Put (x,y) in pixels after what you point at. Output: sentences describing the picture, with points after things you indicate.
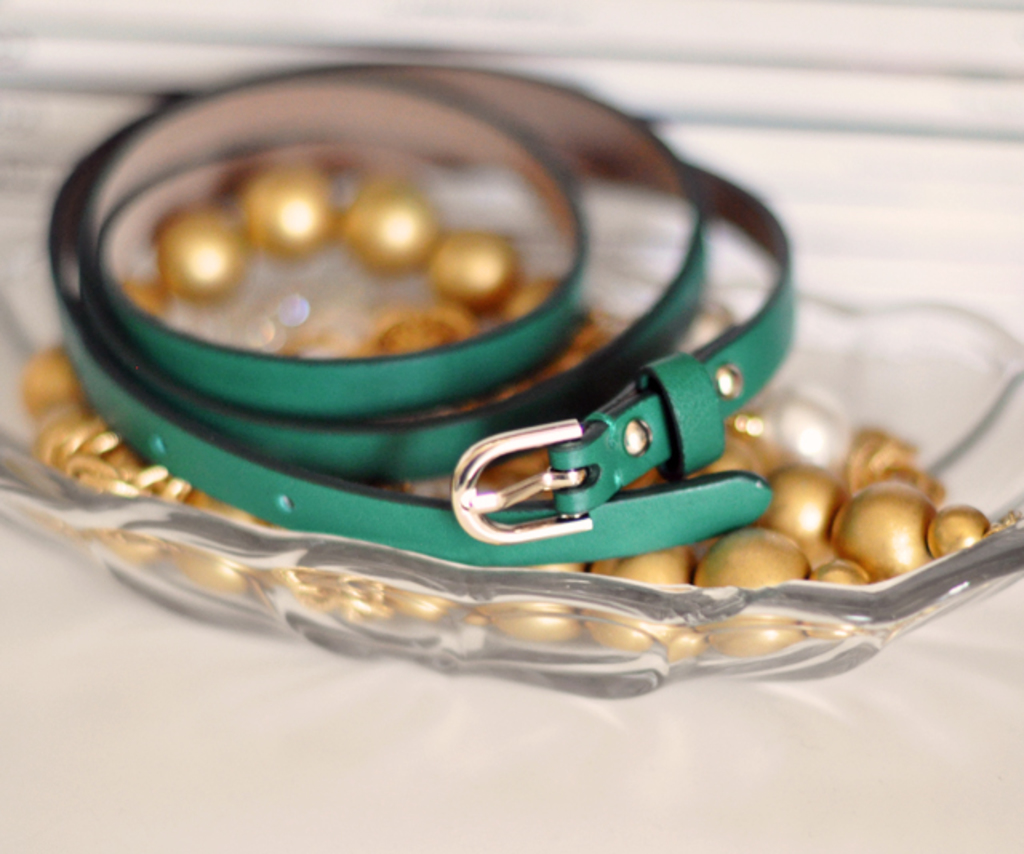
In this image in the center (510,309) there is one plate (874,399) and in the plate (950,482) there are pearls (843,493) and belt (477,503), at the bottom (299,763) it looks like a table (591,751).
